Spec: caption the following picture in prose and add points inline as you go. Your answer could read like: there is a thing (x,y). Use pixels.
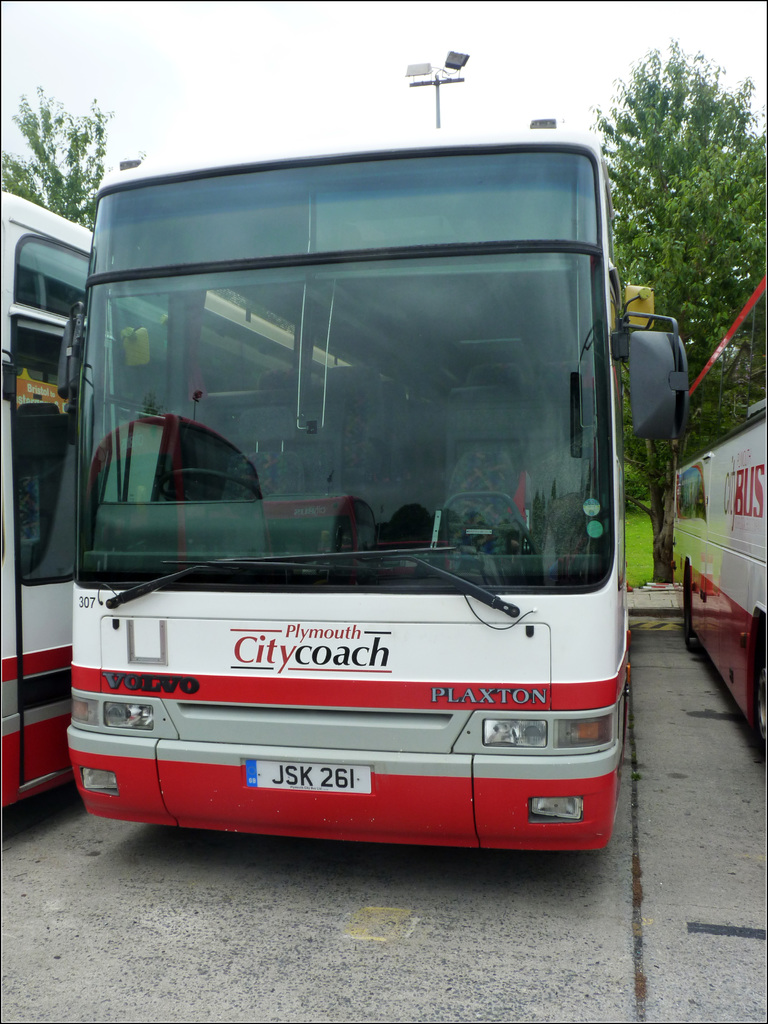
In this picture we can see a few buses (412,790) on the road (632,947). There are some glass objects (485,527), numbers (323,782) and text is visible on these buses (329,626). We can see a few lights (457,65) and trees (721,172) in the background (721,172).
